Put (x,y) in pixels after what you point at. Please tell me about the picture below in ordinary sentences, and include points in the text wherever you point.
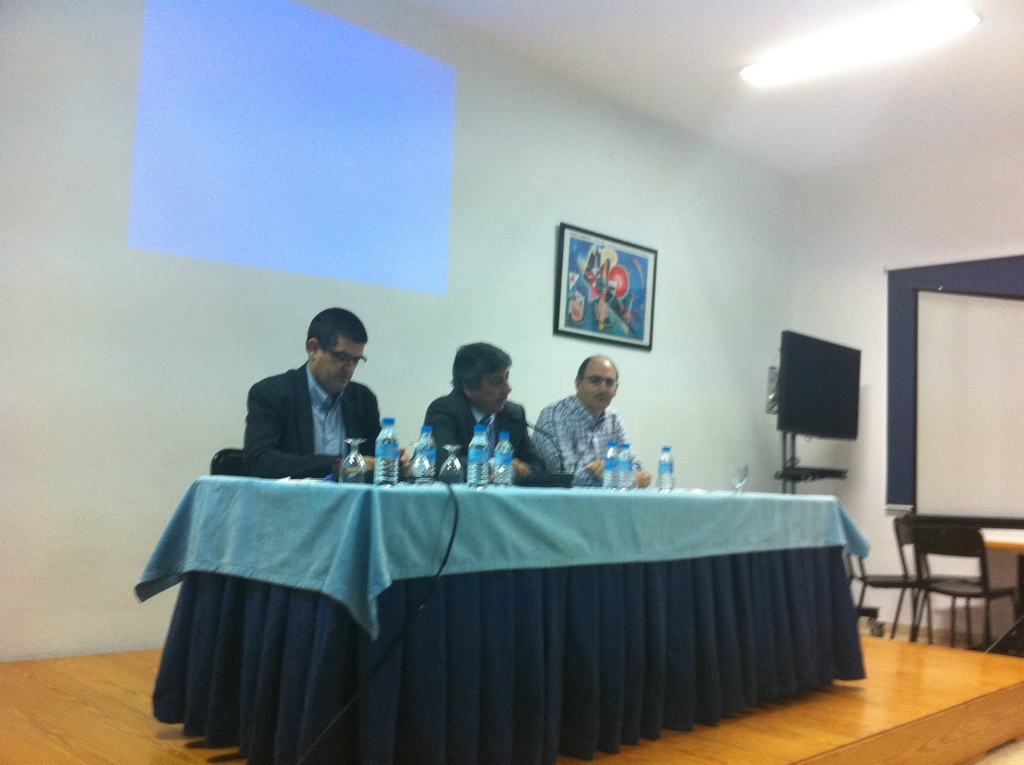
In the image we can see there are people (557,434) who are sitting on chair (229,452).
